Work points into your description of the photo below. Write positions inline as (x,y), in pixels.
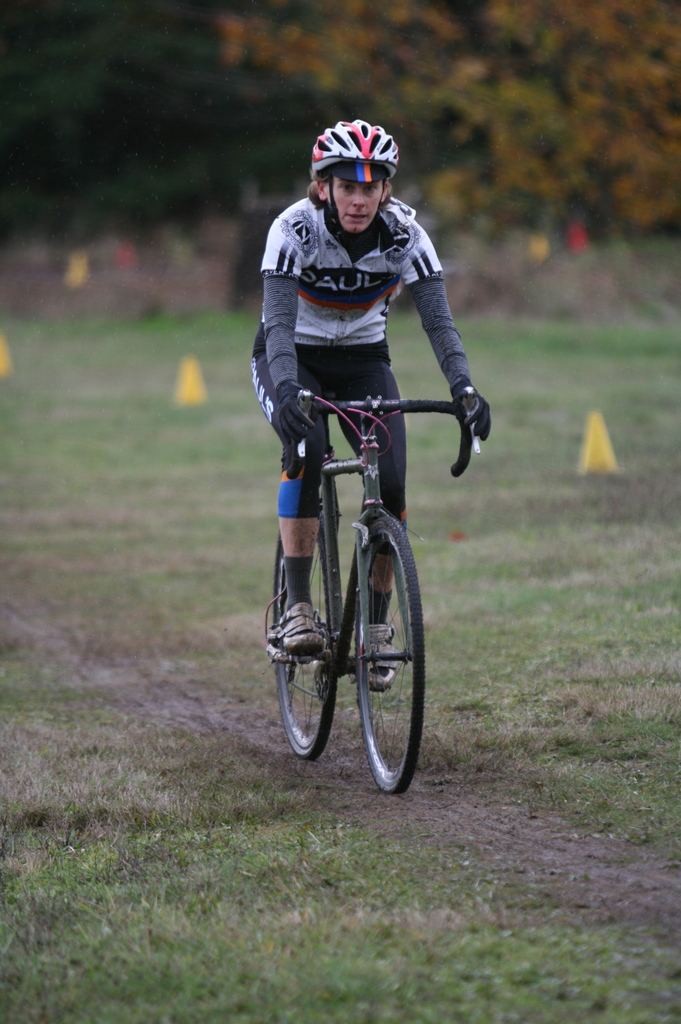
In the image we can see there is a man (361,341) sitting on the bicycle (342,558) and he is wearing helmet (316,163). The ground (338,783) is covered with grass (390,862) and behind the image is little blurry.
